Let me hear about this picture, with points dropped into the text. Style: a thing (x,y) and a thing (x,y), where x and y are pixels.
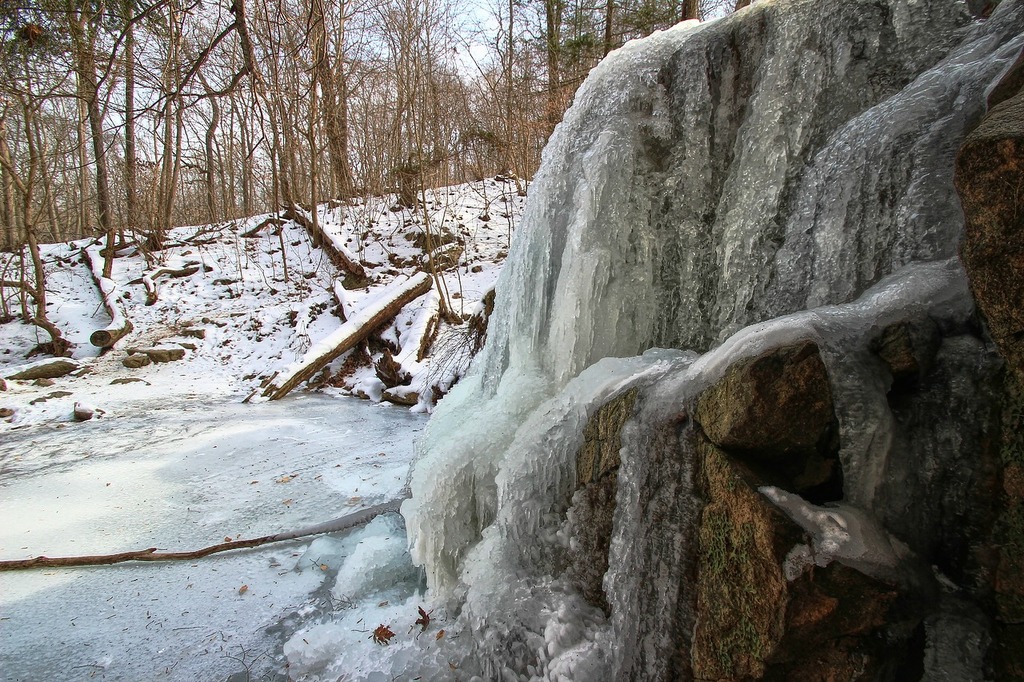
In this picture I can see trees (439,123) and wooden objects (107,306) on the ground (313,309). On the right side (686,330) I can see rocks (584,481) and snow (518,543). In the background (199,163) I can see the sky (221,129).
